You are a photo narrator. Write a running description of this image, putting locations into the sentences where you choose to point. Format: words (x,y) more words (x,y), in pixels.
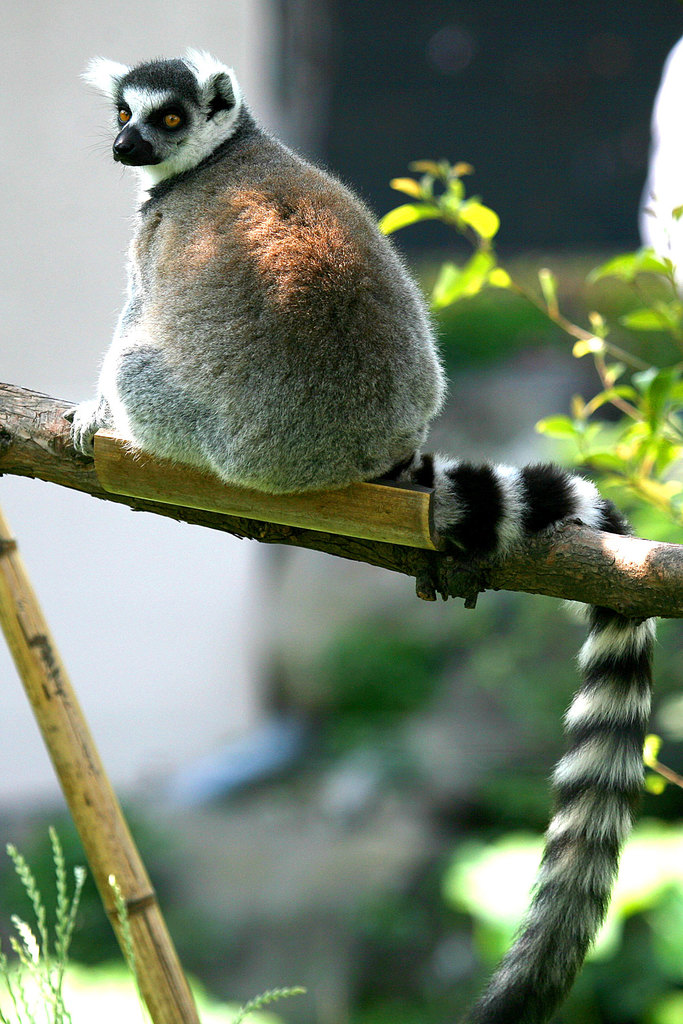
In this picture I can see the animal (282,274) who is sitting on the wood (30,403), beside that I can see the plant (679,504). In the back (252,659) I can see the blur image.
